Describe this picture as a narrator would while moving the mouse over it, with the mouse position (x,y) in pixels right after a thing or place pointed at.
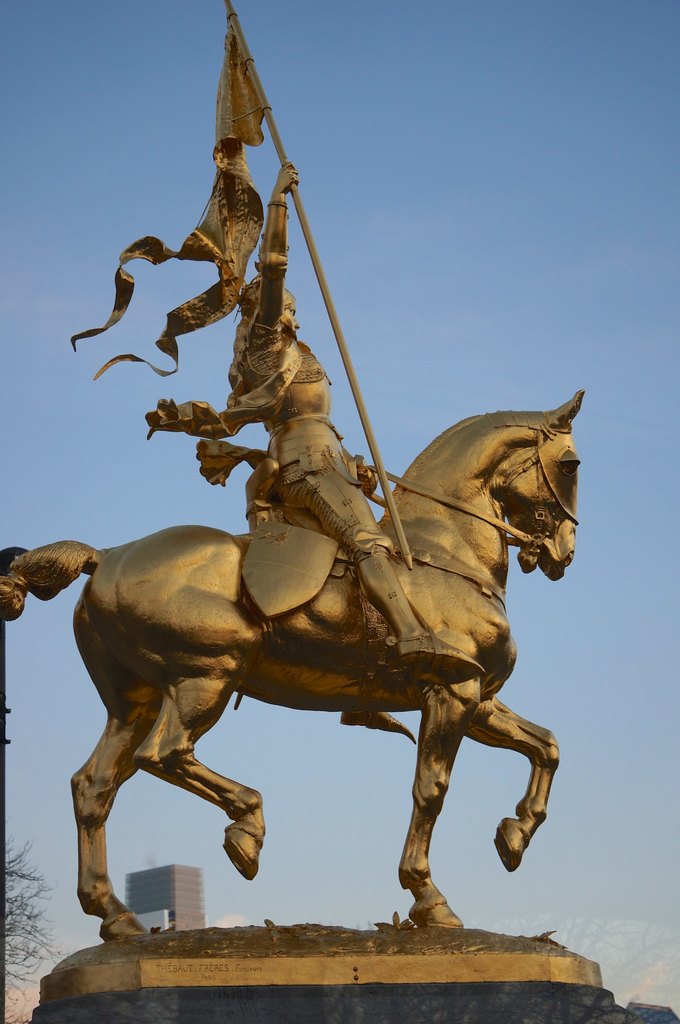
In the picture we can see the sculpture (116,653) of a horse (164,583) with a person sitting and holding a pole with a flag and behind it we can see a building (139,910) and the sky (343,739).
